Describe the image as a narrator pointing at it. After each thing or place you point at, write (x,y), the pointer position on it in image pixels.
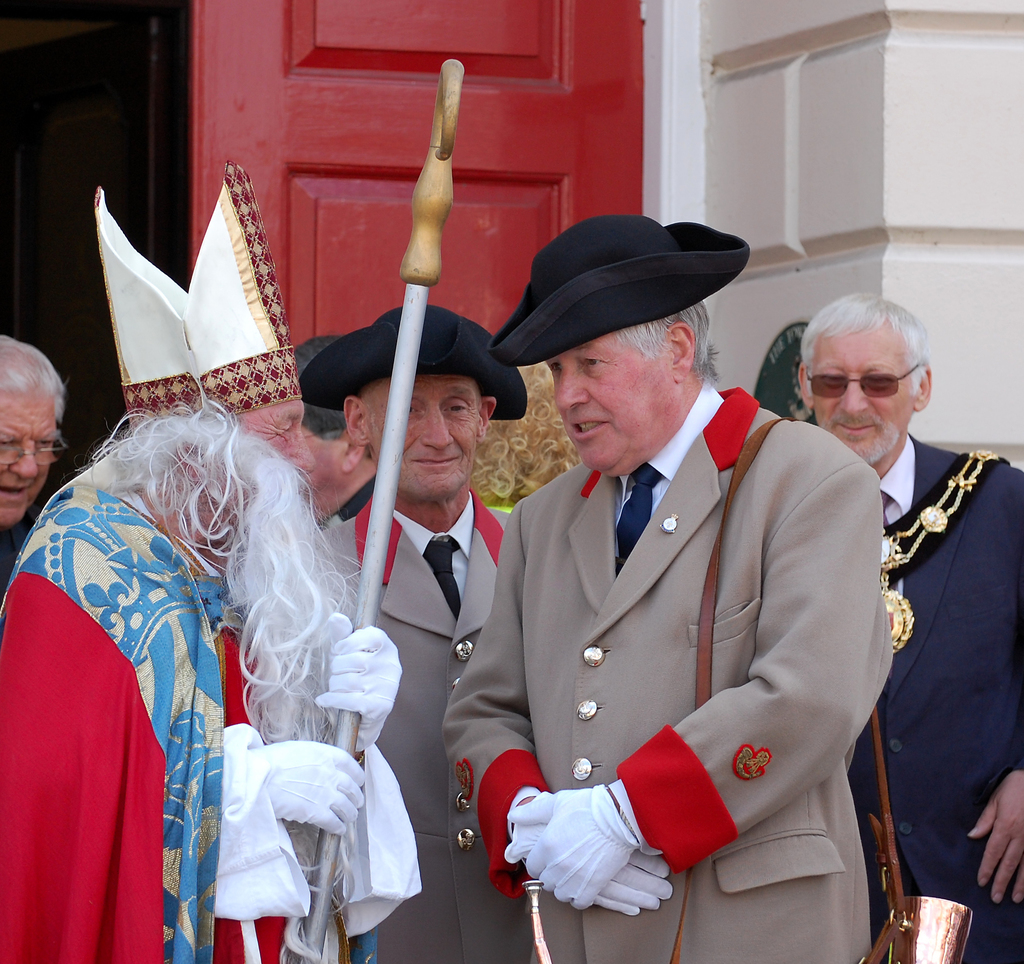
At the bottom of this image (257,954), there are persons (173,353) in different color dresses (266,939). One of them is holding a stick (423,211). In the background (1000,173), there is a building (1016,169) which is having a red color door (405,86).
